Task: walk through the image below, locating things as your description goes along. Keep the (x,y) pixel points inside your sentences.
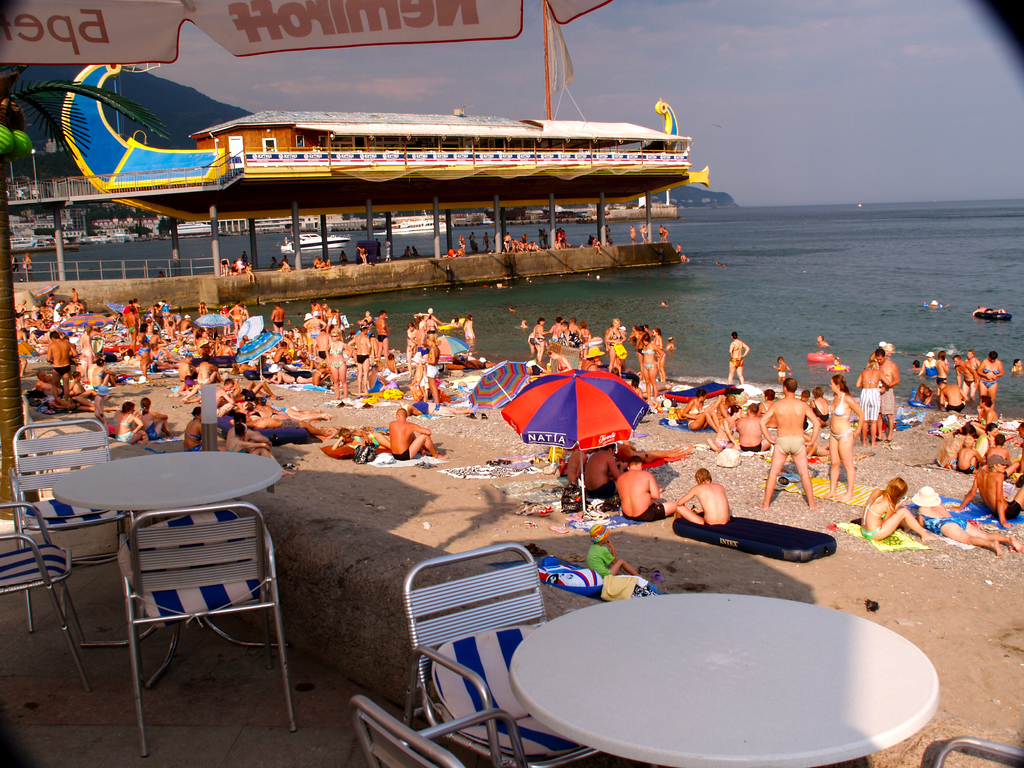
There are many people (144,412) who are sitting and lying on the beach (864,447). Here is a table (110,476) and the chairs (39,568). In the background (500,159) there is a water (650,279) and a building (344,146) here. we can observe sky (540,95) and hills (190,100) here.
